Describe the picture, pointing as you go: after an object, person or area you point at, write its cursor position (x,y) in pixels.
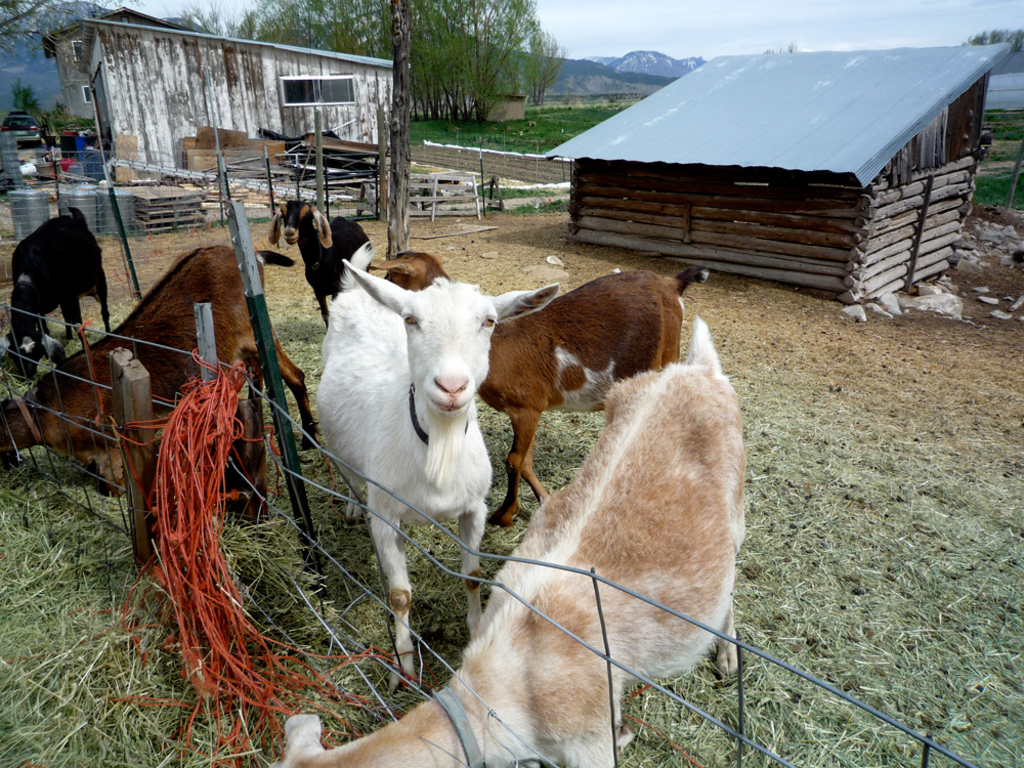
In this picture we can see some goats (430,260) grazing the grass (364,632) inside the fencing (444,197). In the background (887,272), we can see 2 wooden shelters (152,158), mountains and trees (449,118).
